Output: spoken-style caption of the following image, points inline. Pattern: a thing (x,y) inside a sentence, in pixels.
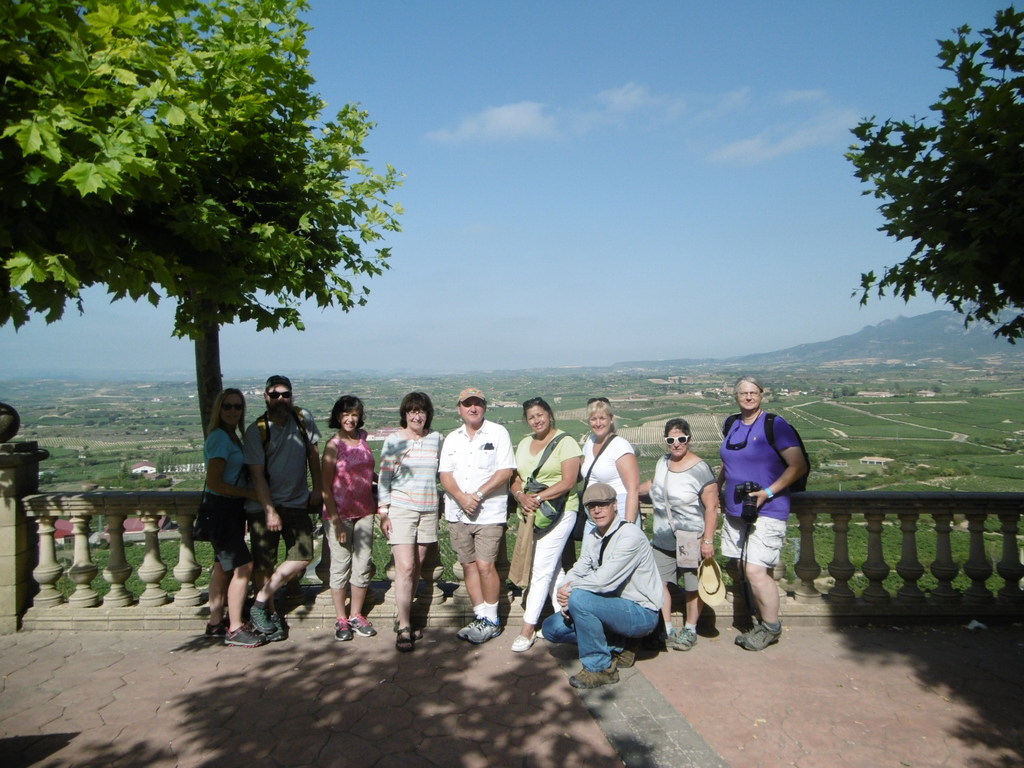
In this picture we can see a few people (558,463) on the path (502,635). There is a fence (443,624) from left to right. We can see a woman (548,569) wearing a bag (548,510) and holding an object (514,561) in her hand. We can see a few trees (958,232) and some greenery (948,416) in the background (196,488).
